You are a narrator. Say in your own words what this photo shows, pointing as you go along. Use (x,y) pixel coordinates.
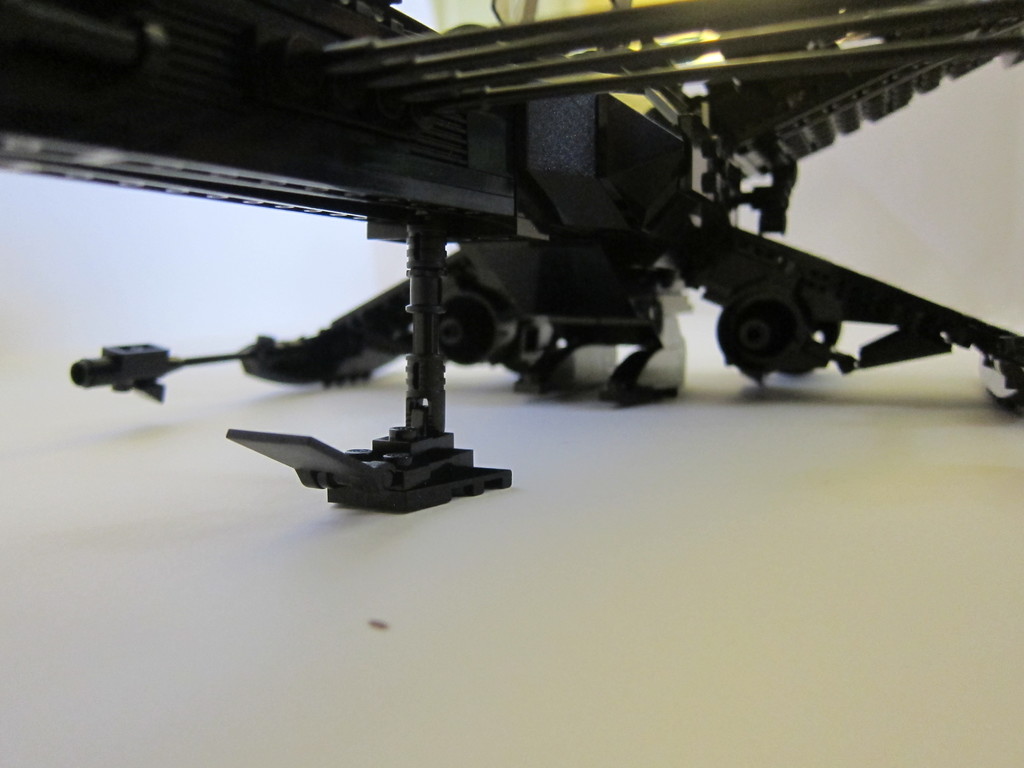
In the picture we can see a part of the war craft (849,131) on the surface (700,658).
